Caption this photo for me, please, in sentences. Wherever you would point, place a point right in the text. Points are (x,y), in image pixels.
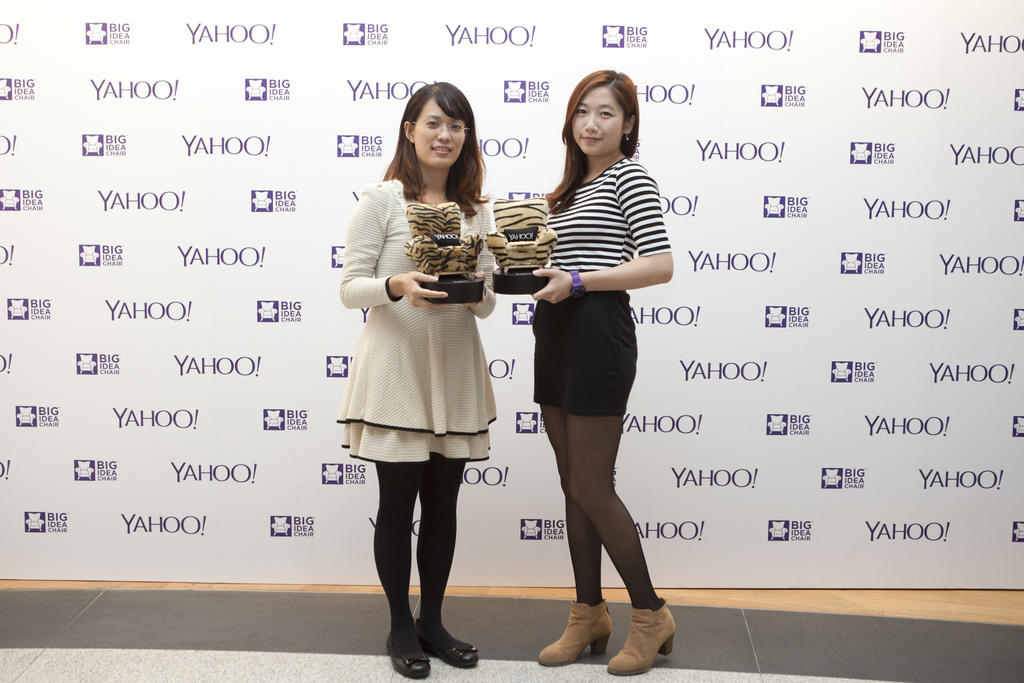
Here I can see two women (565,383) are holding some objects (497,291) in their hands (433,292), standing, smiling and giving pose for the picture. In the background (334,338), I can see a white color board (214,244) on which I can see some text (228,144).
